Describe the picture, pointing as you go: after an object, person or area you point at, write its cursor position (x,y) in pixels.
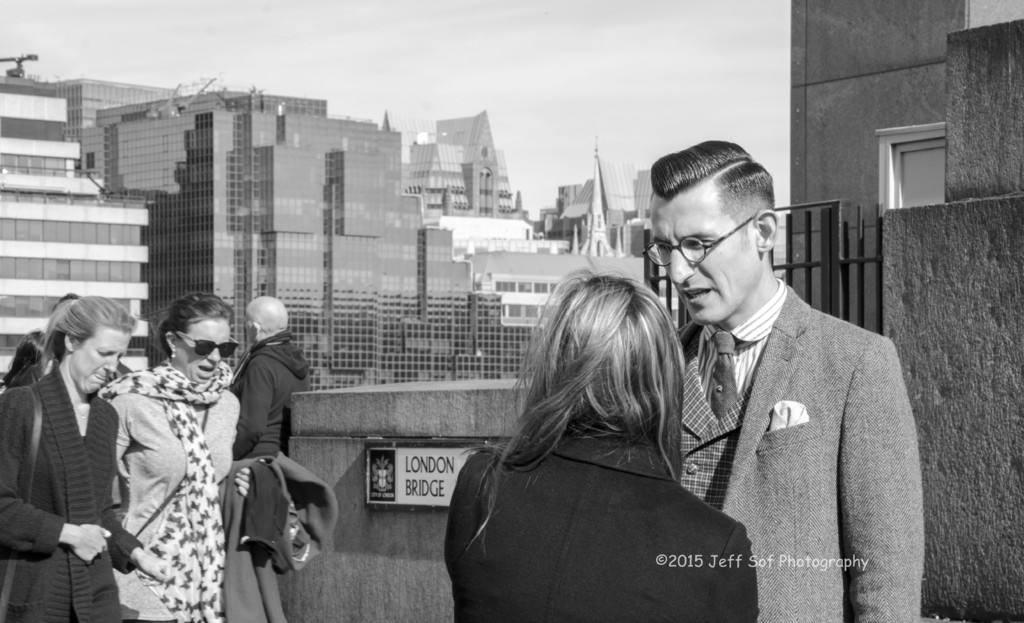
This is a black and white picture. In the foreground of the picture (815,408) there are people (242,414) standing, behind them there is a wall (385,435) and gate (846,250). On the right (914,174) there is a window (907,148). In the center of the background (368,202) there are buildings (411,226). Sky (516,159) is clear and it is sunny.
